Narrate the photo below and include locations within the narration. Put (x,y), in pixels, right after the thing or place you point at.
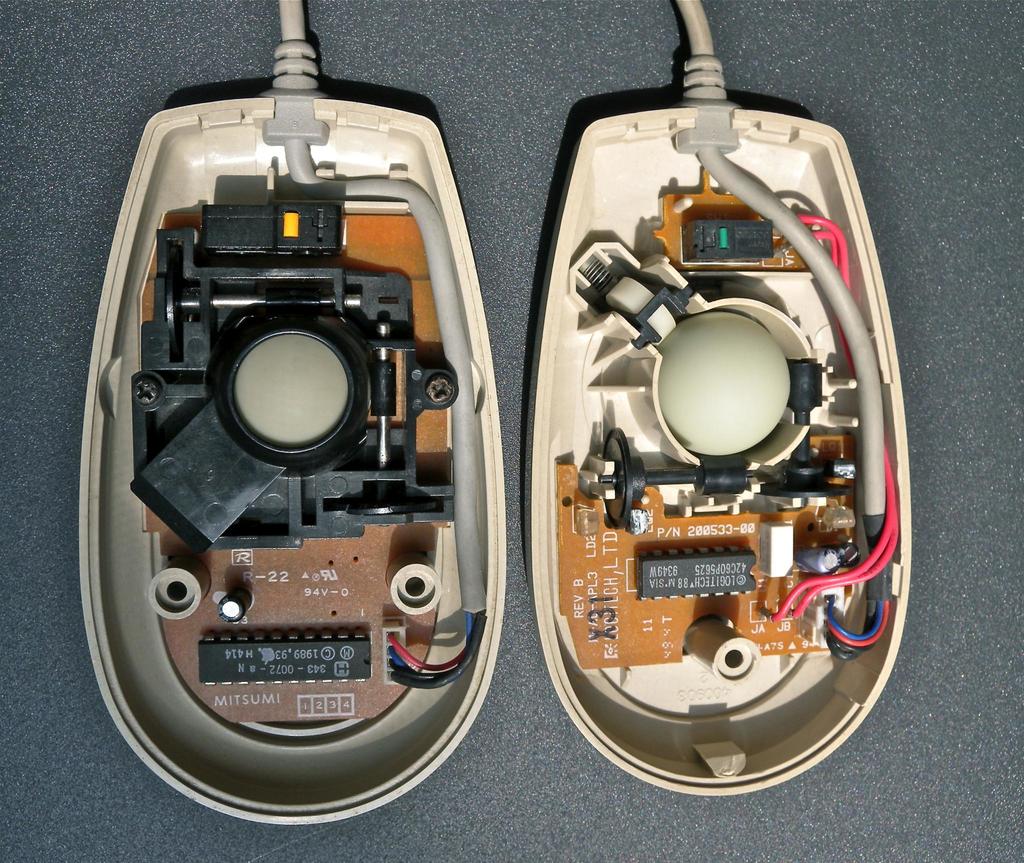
In this picture there are two mouse parts (340,484) connected with the wires (699,8).
